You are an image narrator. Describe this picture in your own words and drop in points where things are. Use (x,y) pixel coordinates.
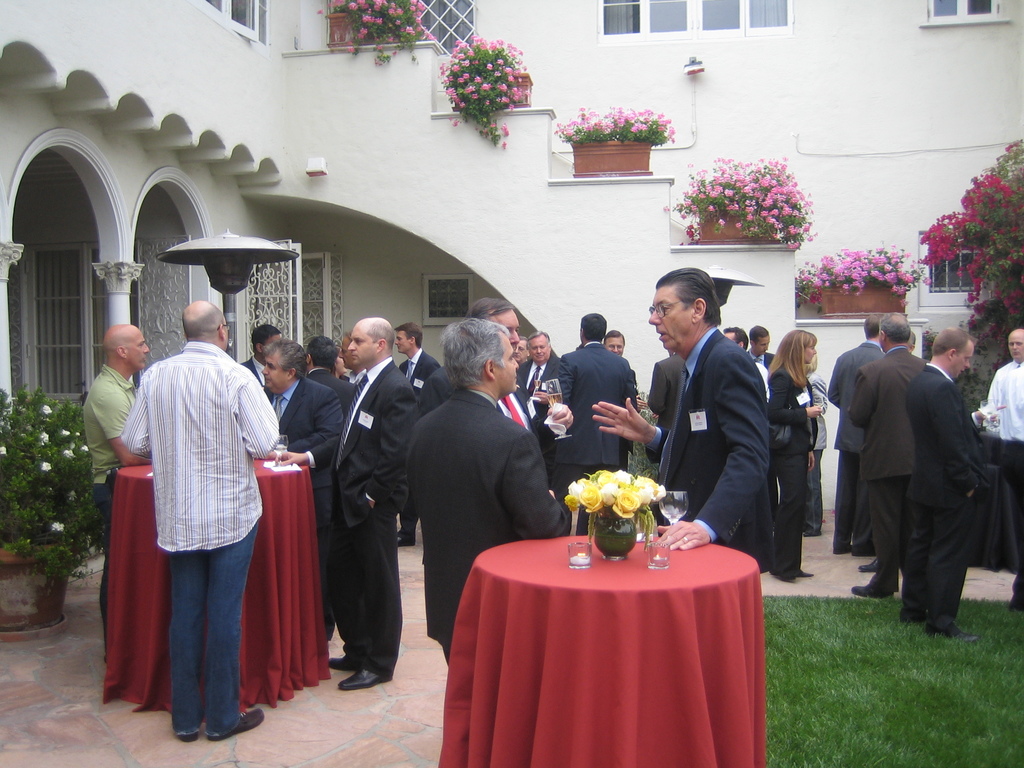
there is outside of the house (703,162) there are many steps (648,210) and the each step (378,80) has many flower pots (466,65) and so many peoples (313,380) are on the floor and some people (981,484) are standing on the grass (918,644) and some people (358,404) are talking each other and some trees (61,478) are there
